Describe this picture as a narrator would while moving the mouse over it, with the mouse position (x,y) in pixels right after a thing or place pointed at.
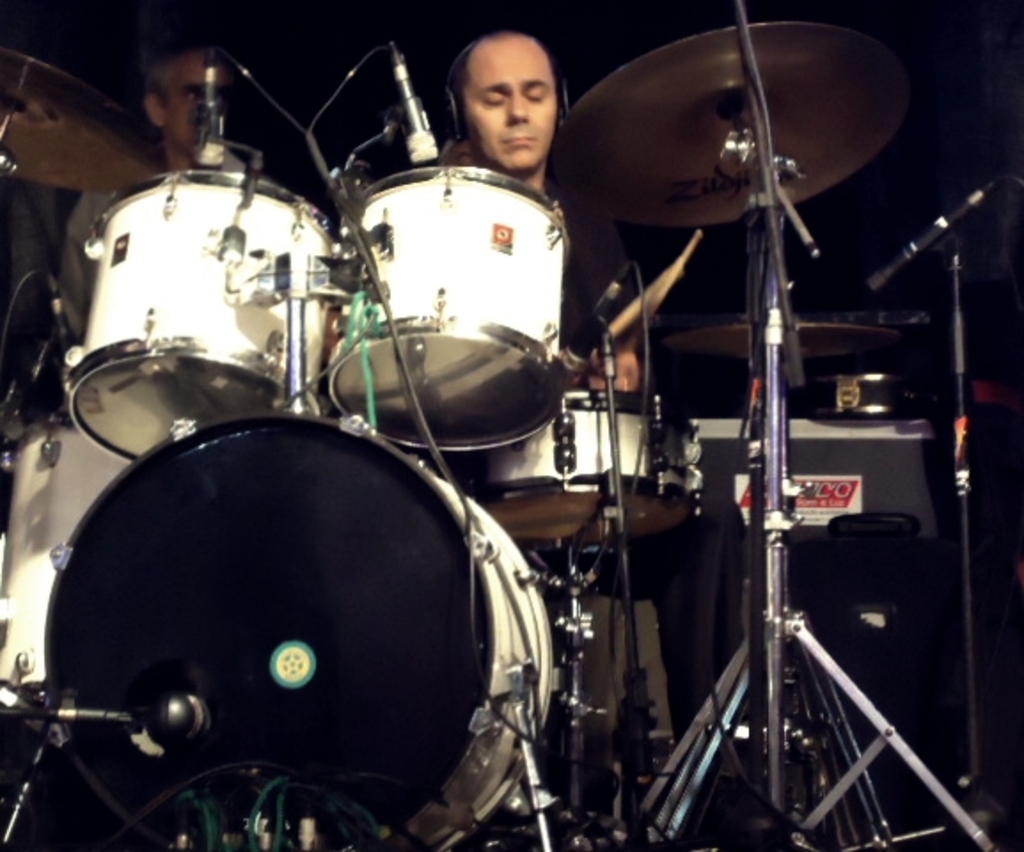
In this picture we can see two men (615,225) where a man (541,179) playing drums (531,214) and in the background (262,82) it is dark.
